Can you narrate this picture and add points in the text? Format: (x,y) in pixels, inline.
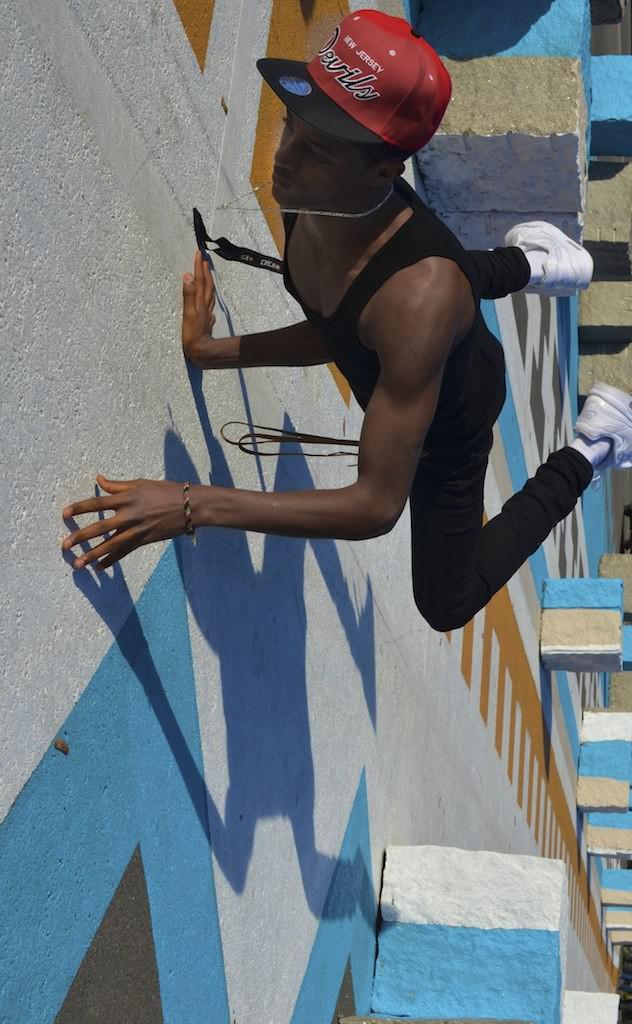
In this picture we can see a boy (392,482) wearing black jeans (441,477) and a red cap (372,133) doing stunts on the white and blue painted road (206,629). Behind we can see some concrete blocks (609,1012).
